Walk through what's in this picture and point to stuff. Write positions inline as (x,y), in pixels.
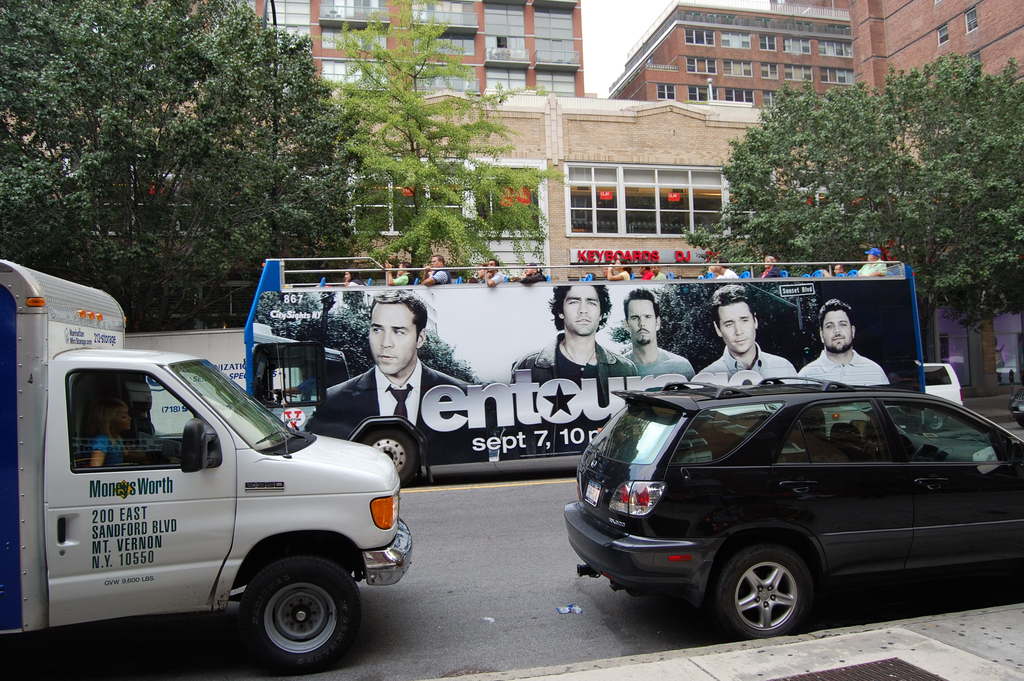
In this image, we can see the ground (620,638). There are a few vehicles (636,509). We can see some buildings (547,5), trees (807,171). We can see the sky (626,37). We can see the poster (314,303) with some images (736,332) and text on one of the vehicles (583,315).
